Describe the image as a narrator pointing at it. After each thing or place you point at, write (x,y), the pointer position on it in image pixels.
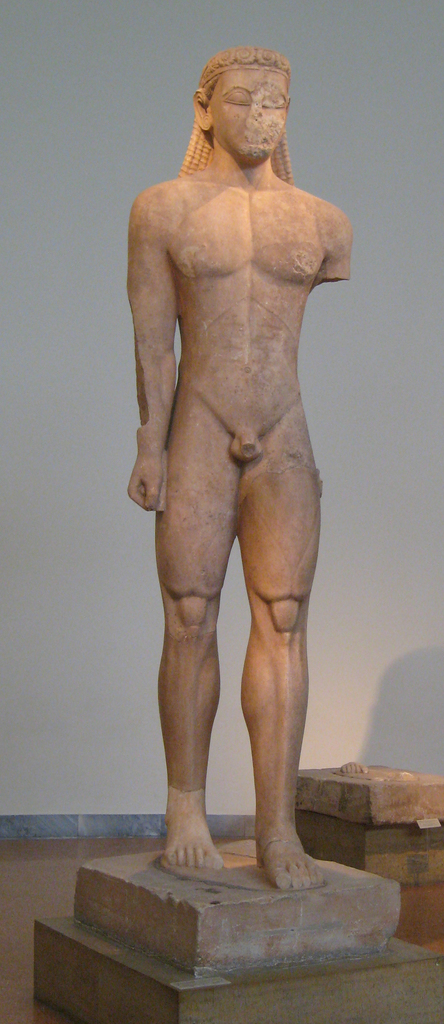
In this image, I can see a sculpture (181,656) of a person (198,837) standing on a stone (240,969), which is on the floor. At the bottom right side of the image (371,839), I can see another stone (374,823). In the background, there is the wall (236,705).
